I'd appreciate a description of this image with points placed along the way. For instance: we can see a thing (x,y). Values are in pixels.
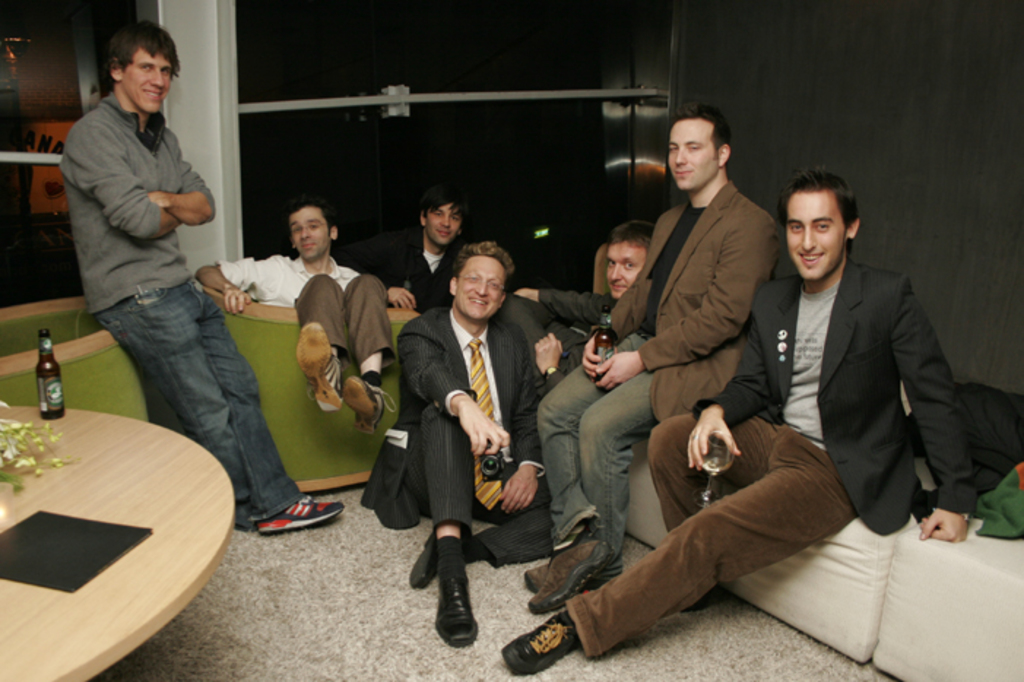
These persons (617,358) sitting. This person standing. This is floor (224,617). There is table (104,509). On the table (28,413) we can see bottle (55,361). On the background (321,49) we can see window (418,76), wall (908,100).
